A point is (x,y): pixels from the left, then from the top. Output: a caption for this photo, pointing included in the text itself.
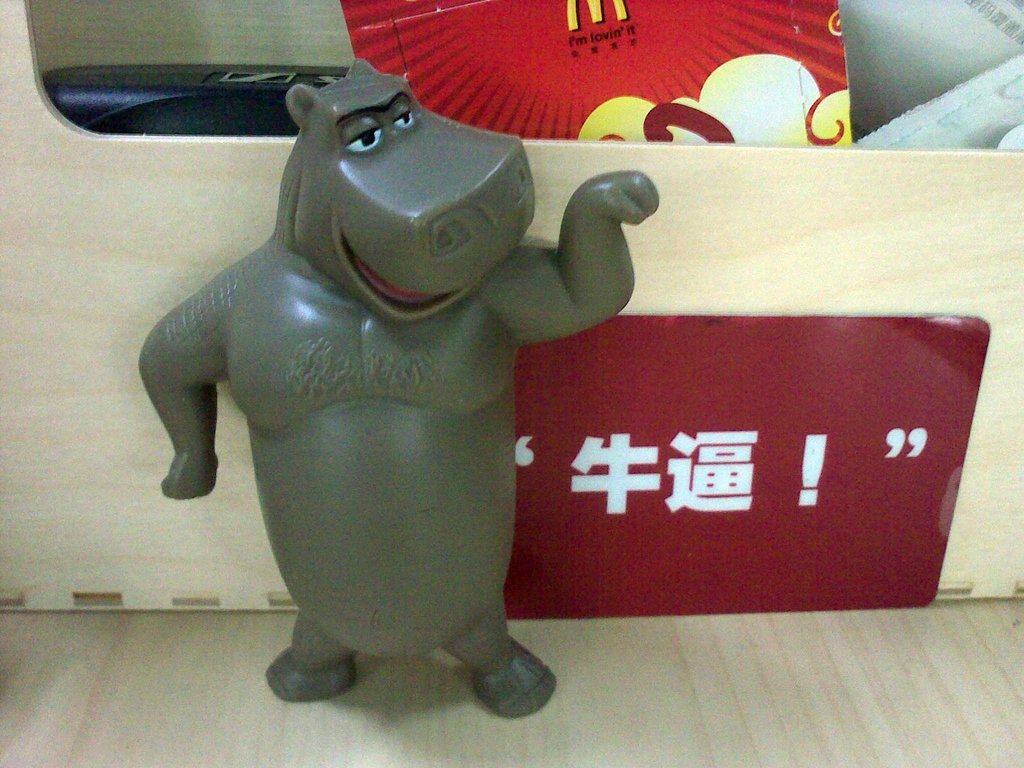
In this picture there is a toy (355,251) on the left side of the image (287,305), it seems to be hippopotamus (407,394) and there is a poster (640,370) behind him, there are cards (554,98) in the wooden box (159,49) in the background area of the image (495,22).
